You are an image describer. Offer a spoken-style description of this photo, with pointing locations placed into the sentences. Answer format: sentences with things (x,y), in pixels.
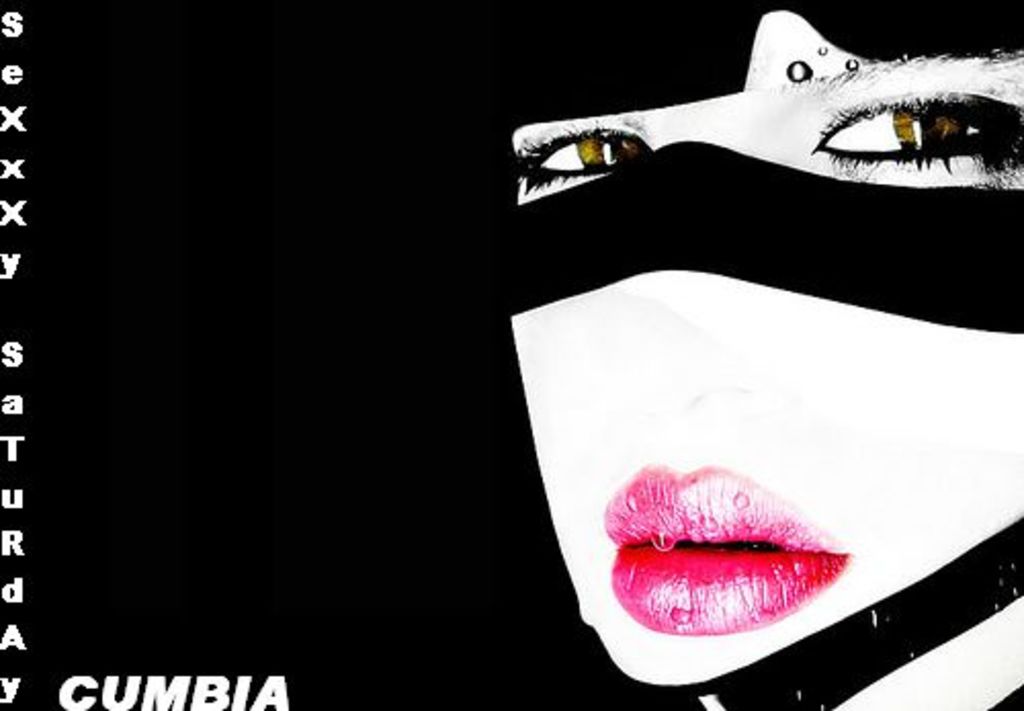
This is the picture of a poster (341,487) where we can see a person's face (695,462) with the black background (424,703) and we can see some text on it.
